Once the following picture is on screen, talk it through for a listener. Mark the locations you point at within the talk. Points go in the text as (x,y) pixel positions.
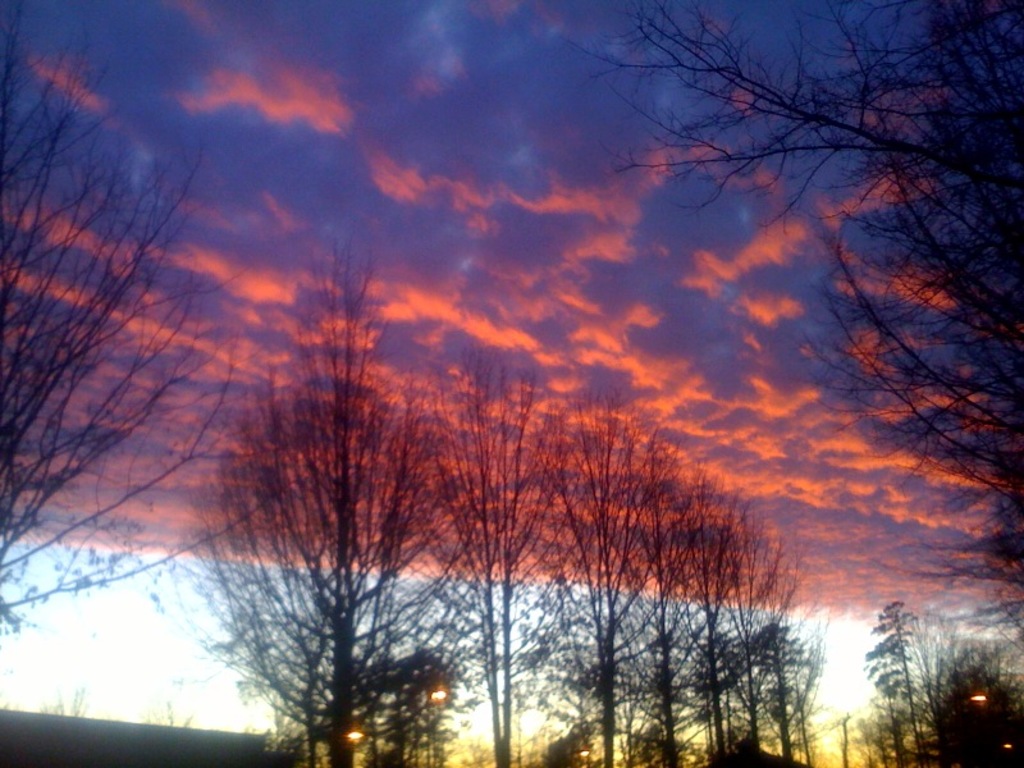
There are trees (654,486) present at the bottom of this image (713,696). We can see a cloudy sky (401,267) in the background (397,287).
